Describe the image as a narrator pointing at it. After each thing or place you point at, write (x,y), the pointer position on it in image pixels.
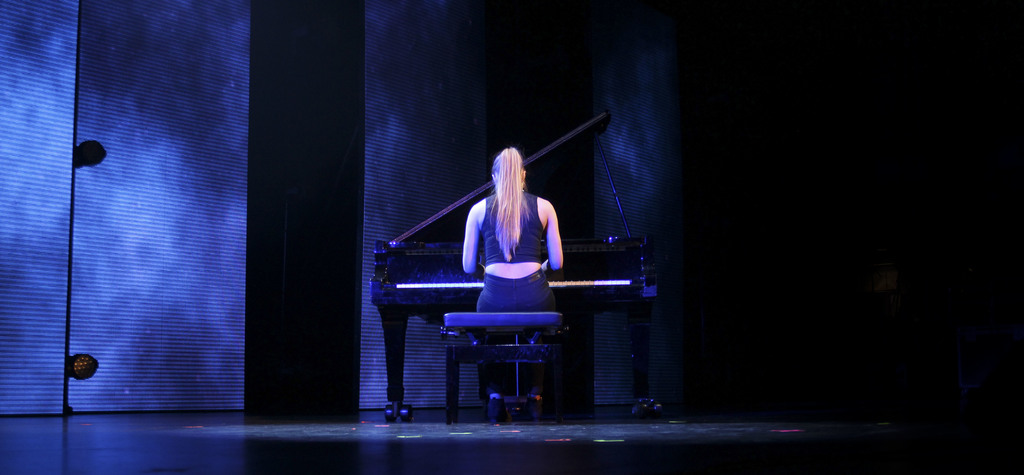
Background (1014,202) portion of the picture is dark. In this picture we can see a woman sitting on a stool (455,327). We can see musical instrument (625,230). At the bottom portion of the picture (688,415) we can see the platform (288,427). We can see few objects (101,149).
